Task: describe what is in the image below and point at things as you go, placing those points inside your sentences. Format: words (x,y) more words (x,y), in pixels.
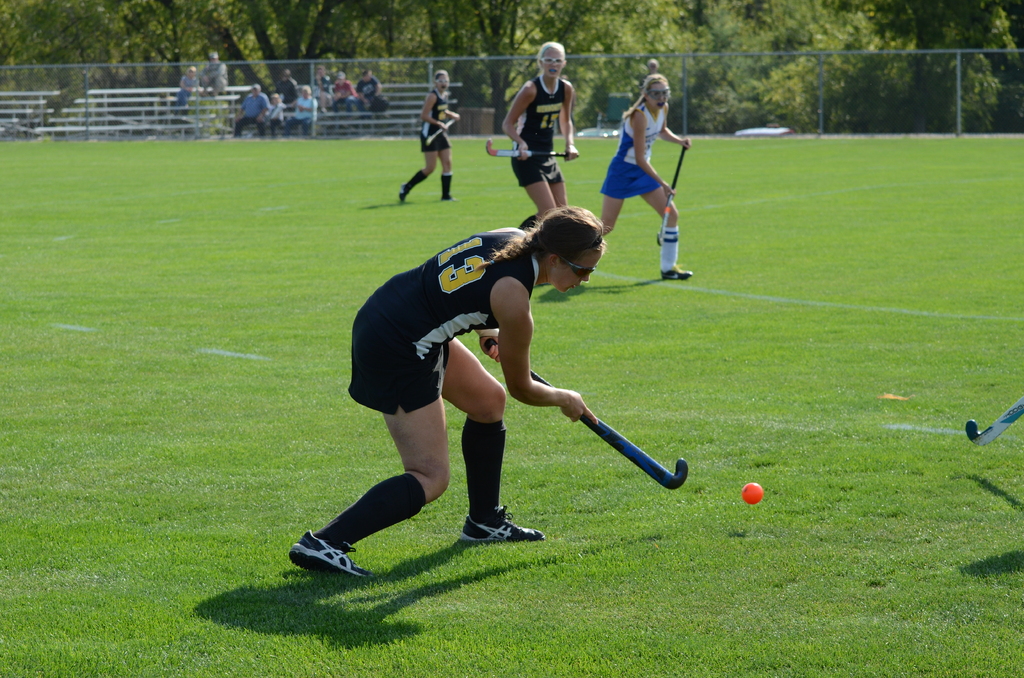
In this image there is a grass (187,245), there are people (481,249) playing hockey, there is a ball (756,497), there are audience (281,103) sitting and watching the game, there is a fencing (859,86) and trees (227,30).
